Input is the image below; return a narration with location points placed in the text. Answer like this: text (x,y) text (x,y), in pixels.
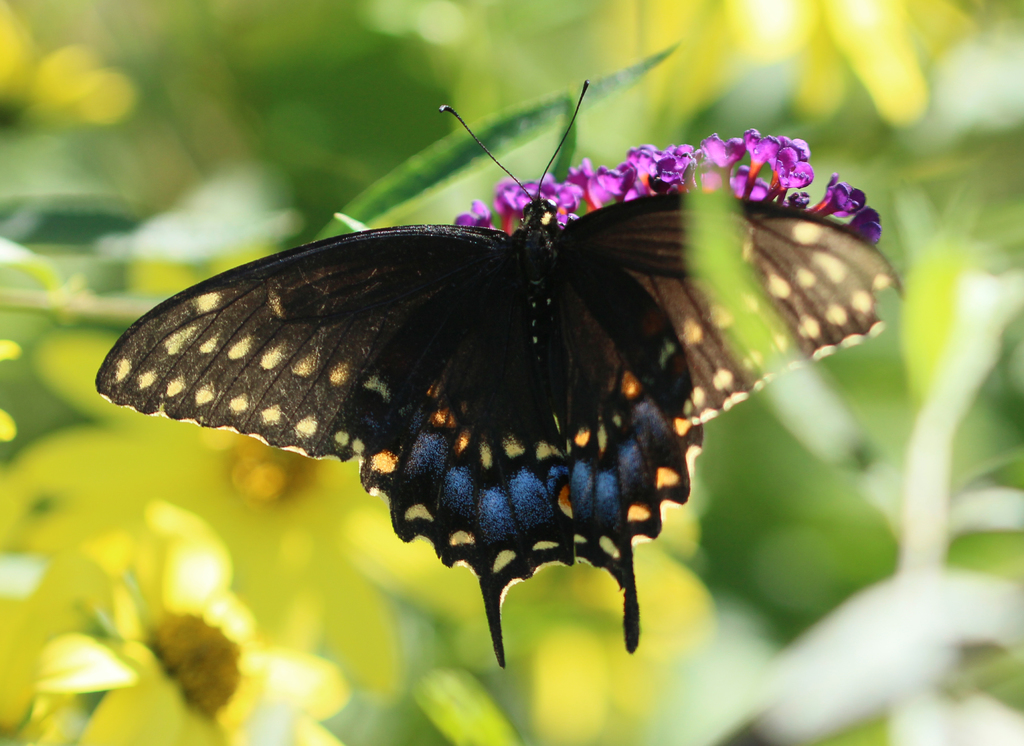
In this image we can see a butterfly (575,290) and also the flowers (616,173). The background (684,103) is blurred with the flowers (606,683) and also leaves (816,416).
